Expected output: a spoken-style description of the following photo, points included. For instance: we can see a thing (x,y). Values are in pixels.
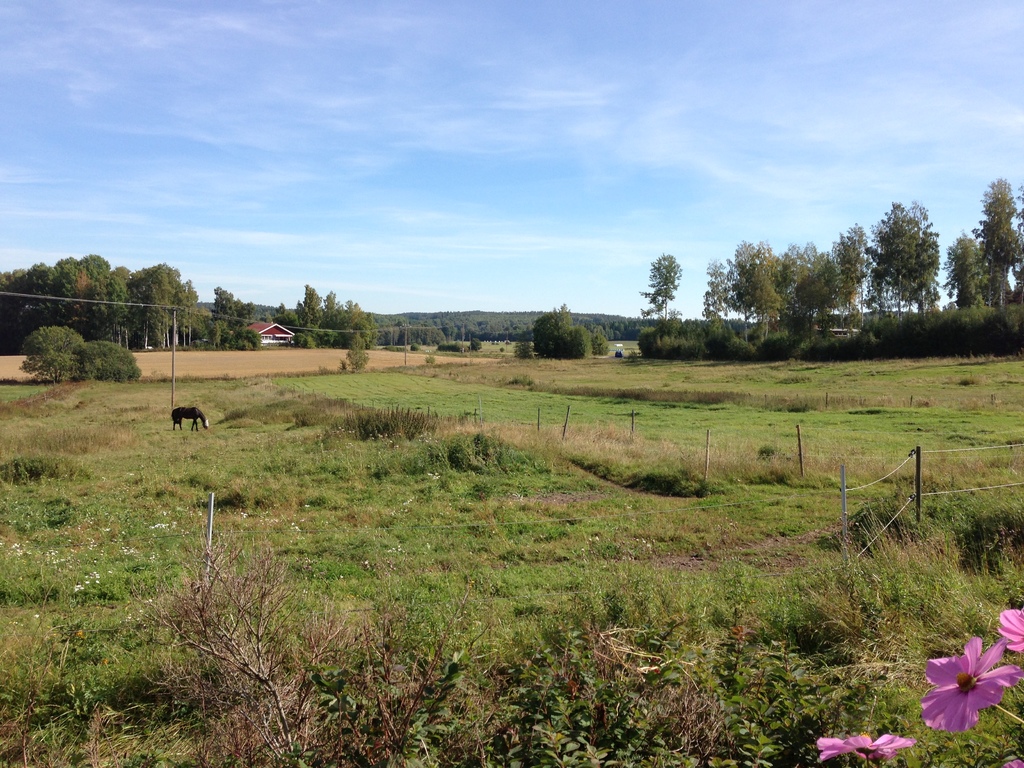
In this image we can see trees (78,331), plants (661,720), grass (165,436), pole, horse (180,409), house (264,330), sky (470,212) and clouds (577,85).
